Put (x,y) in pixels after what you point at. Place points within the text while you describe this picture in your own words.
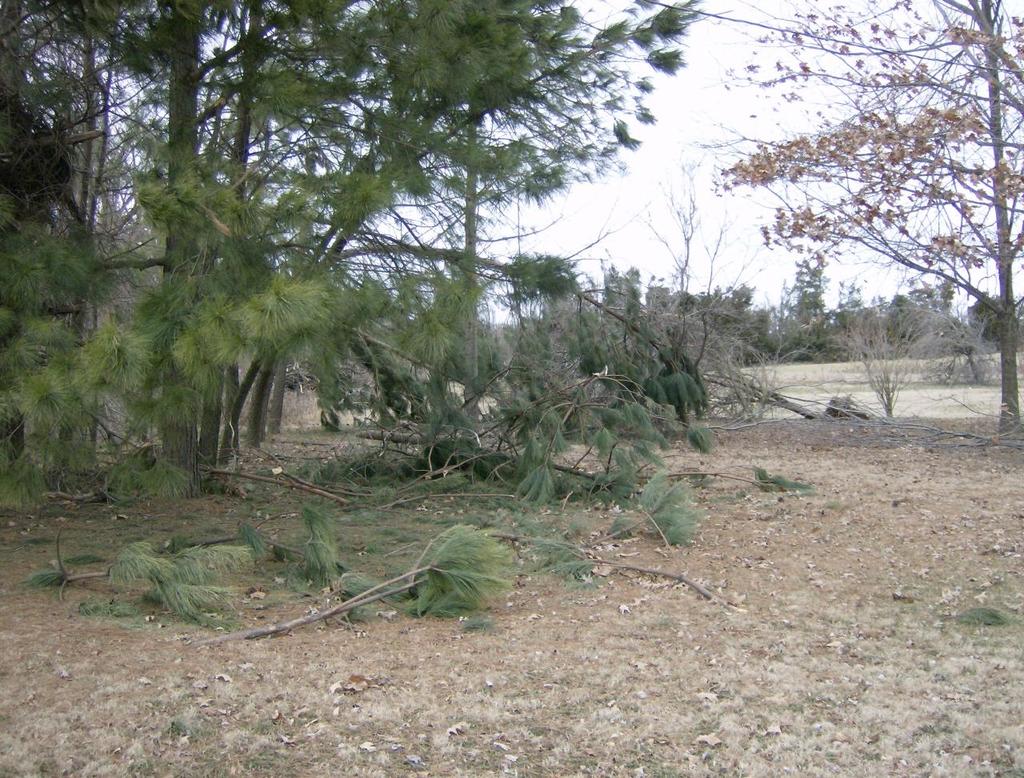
In this picture we can see the sky (976,210), trees (840,335), dried trees (953,365). We can see the dried leaves (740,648) and branches (564,571) on the ground (625,549).
